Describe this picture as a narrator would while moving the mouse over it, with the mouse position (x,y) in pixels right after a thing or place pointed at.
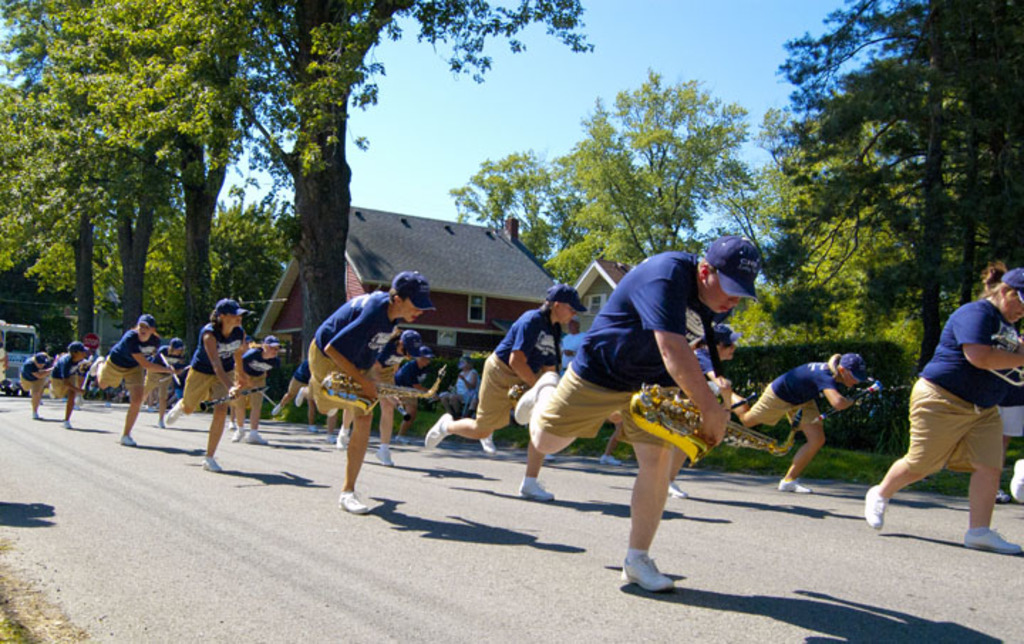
In this image there are persons (810,437) are dancing on the road (248,489) as we can see in the bottom of this image (552,442) and there are some trees (292,255) in the background (209,254). There is a house (409,251) in middle of this image (484,301) and there is a sky (511,119) on the top of this image (565,116).
